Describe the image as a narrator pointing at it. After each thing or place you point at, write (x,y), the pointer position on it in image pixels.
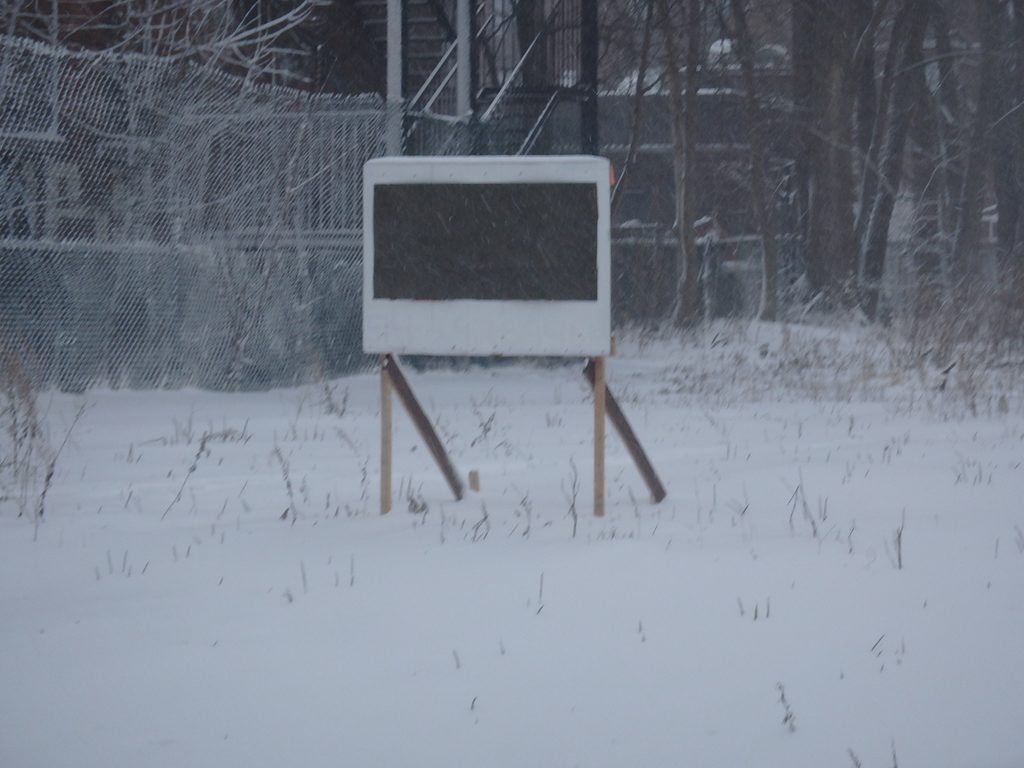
In the center of the image (512,263) we can see a board (571,232) placed in snow (317,411). On the left side of the image (321,289) we can see a fence (176,217). In the background (568,35), we can see a staircase (511,71), metal poles (588,54), railing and a group of trees (888,269).
